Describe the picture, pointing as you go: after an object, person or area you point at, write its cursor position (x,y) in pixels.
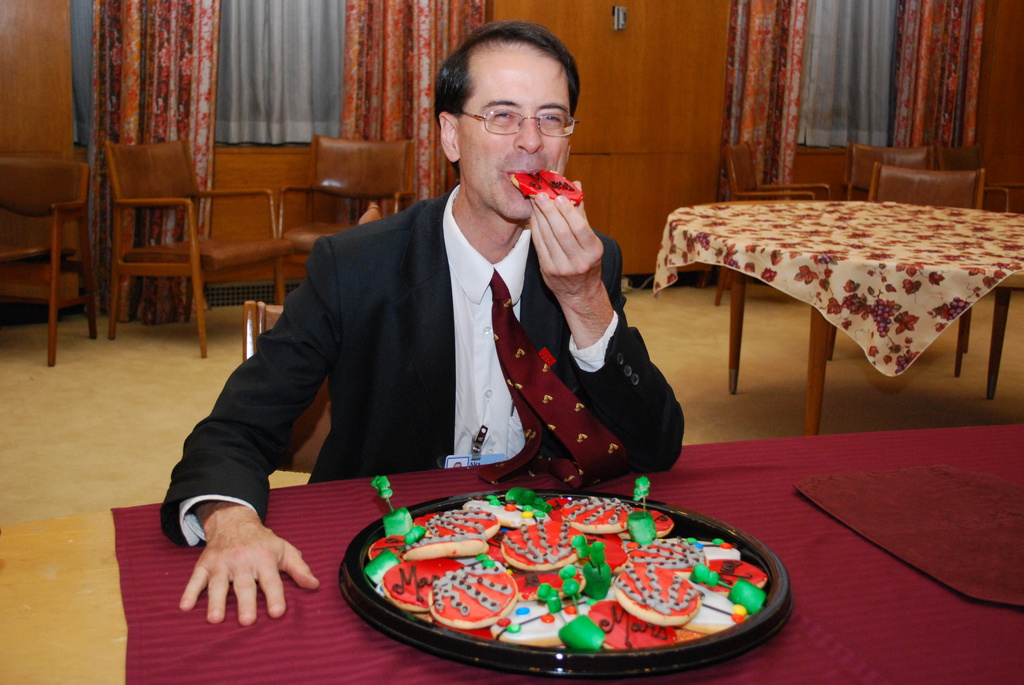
In this image i can see a person (357,362) sit on the chair (315,445) and eating a food piece (526,180) and his wearing a spectacles (499,122) and his wearing a maroon tie (528,380). in front of him table (299,658) and cloth (173,650) and there a food plate (362,603) on plate (374,586) there is a food (456,533). And right corner (875,268) there is a another table (955,262), there some chairs (911,180) and there is a curtain (896,134) and there is a window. there is a wall (668,56) beside the curtain (922,49). Back side of the person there are some chair (151,200) and on the left corner (25,214) there is another chair (27,167).
